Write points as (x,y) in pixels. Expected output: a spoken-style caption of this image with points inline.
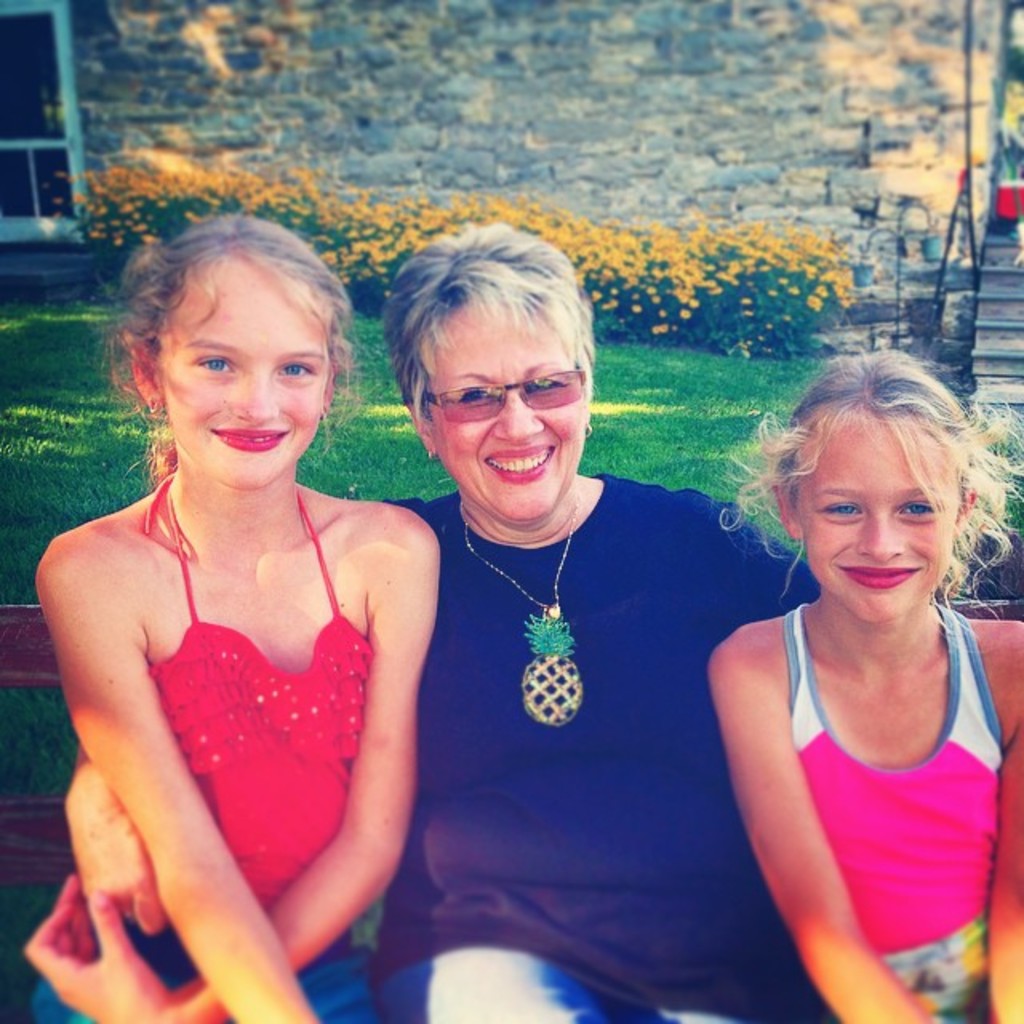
In this image there is an old lady (562,559) in the middle (552,537) who is sitting on the bench (42,679). There are two kids (254,642) beside her. In the background (340,204) there are flower plants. Behind the flower plants (661,242) there is a wall (397,69). On the right side (993,291) there are steps (991,251). On the left side (60,135) there is a window (19,97).
